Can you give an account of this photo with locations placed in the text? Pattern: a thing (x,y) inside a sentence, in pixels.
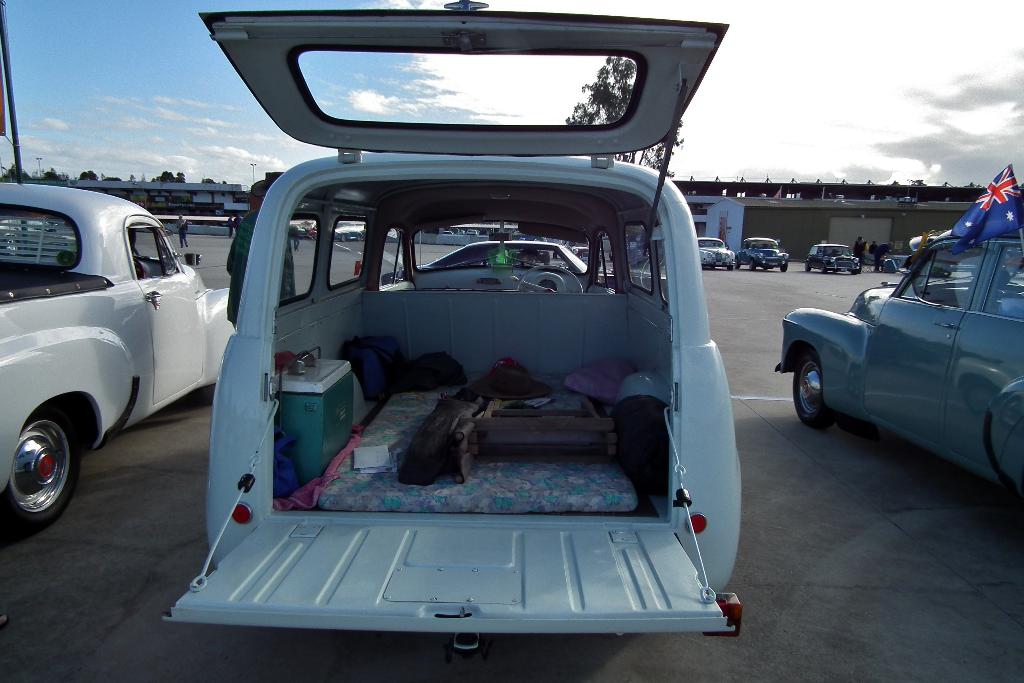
This picture is clicked outside and we can see the group of vehicles (377,158) and group of persons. In the center (634,423) we can see there are some objects (410,455) in the vehicle (561,352). In the background (113,113) we can see the sky (310,69), clouds (853,59), trees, buildings (830,190), flag (1005,191) and many other objects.
